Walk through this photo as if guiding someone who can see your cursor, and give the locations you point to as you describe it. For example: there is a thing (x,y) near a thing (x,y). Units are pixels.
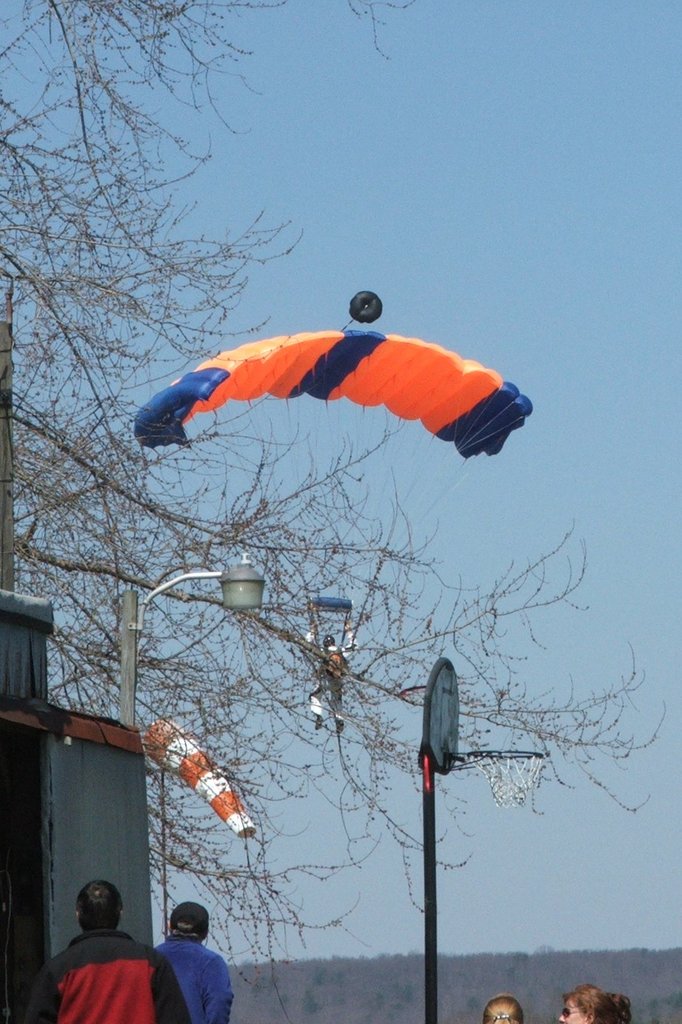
In the image we can see parachute (414,371) and there are people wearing clothes (144,990). There is even a light pole (230,576), basket pole (442,770), building (67,742), trees (50,355) and the sky (417,247).
